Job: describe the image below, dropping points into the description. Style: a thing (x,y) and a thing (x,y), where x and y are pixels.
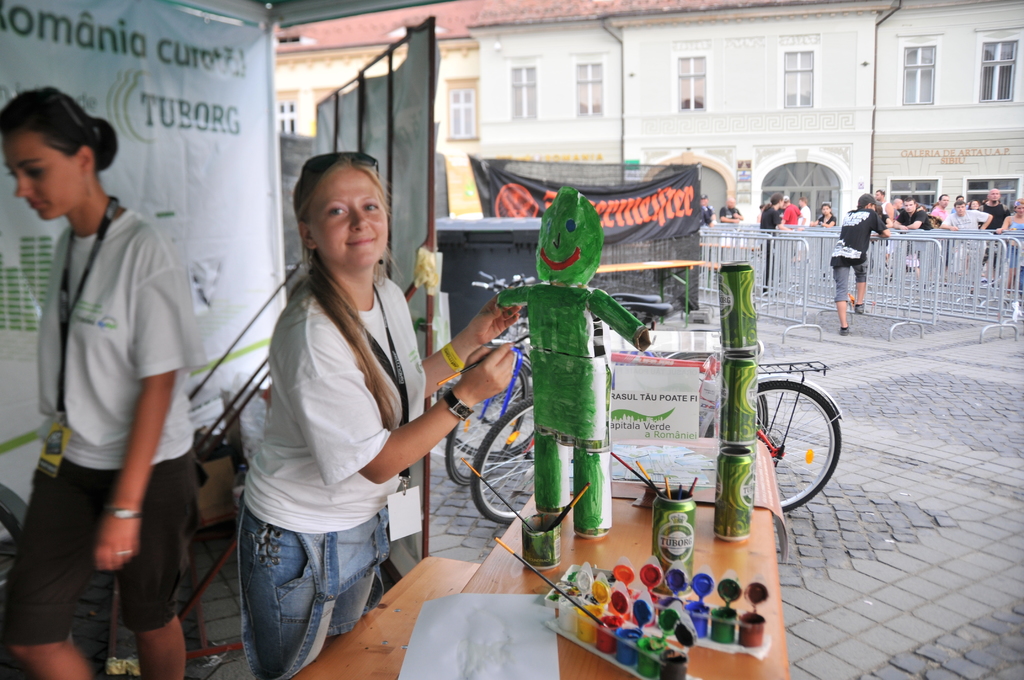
In this picture I can see couple of women (348,386) standing and I can see a banner (128,174) with some text (49,42) and a advertisement hoarding (425,31) on the side and I can see a banner (655,232) with some text (683,212) and I can see couple of bicycles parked and I can see few colors (633,602) and few cans (681,554) and few paint brushes (594,618) on the bench (401,643) and I can see a building (794,164) and few people (905,219) are standing and I can see metal fence (757,276).
